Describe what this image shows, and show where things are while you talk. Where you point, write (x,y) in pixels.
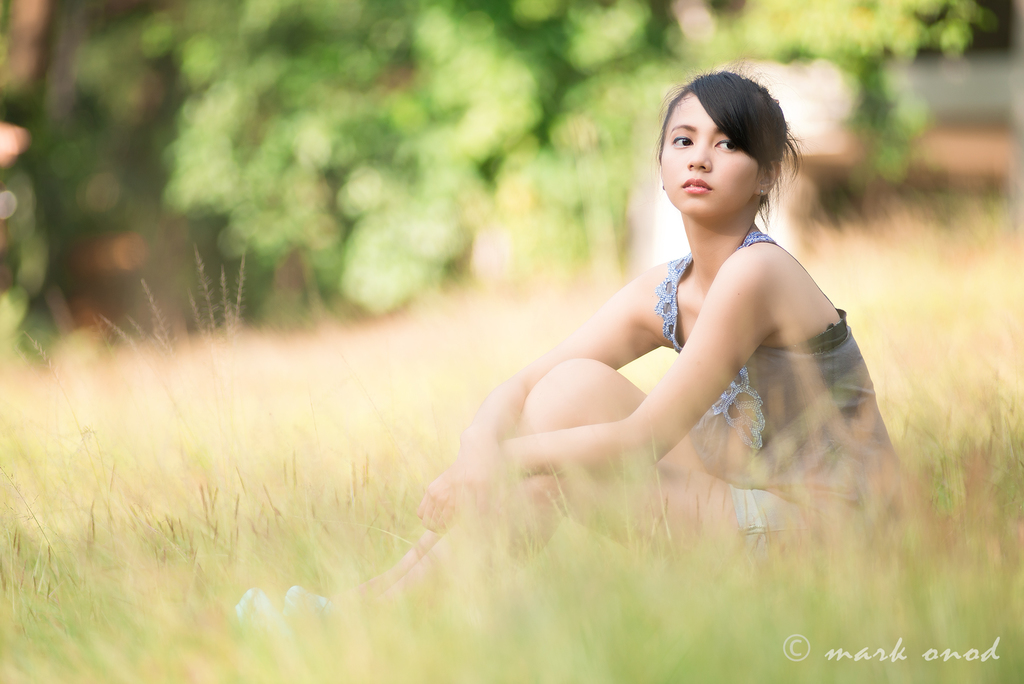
In this image there is a lady (712,353) sitting on a grass (955,418), in the background (922,187) it is blurred, in the bottom right (791,649) there is some text (881,653).
